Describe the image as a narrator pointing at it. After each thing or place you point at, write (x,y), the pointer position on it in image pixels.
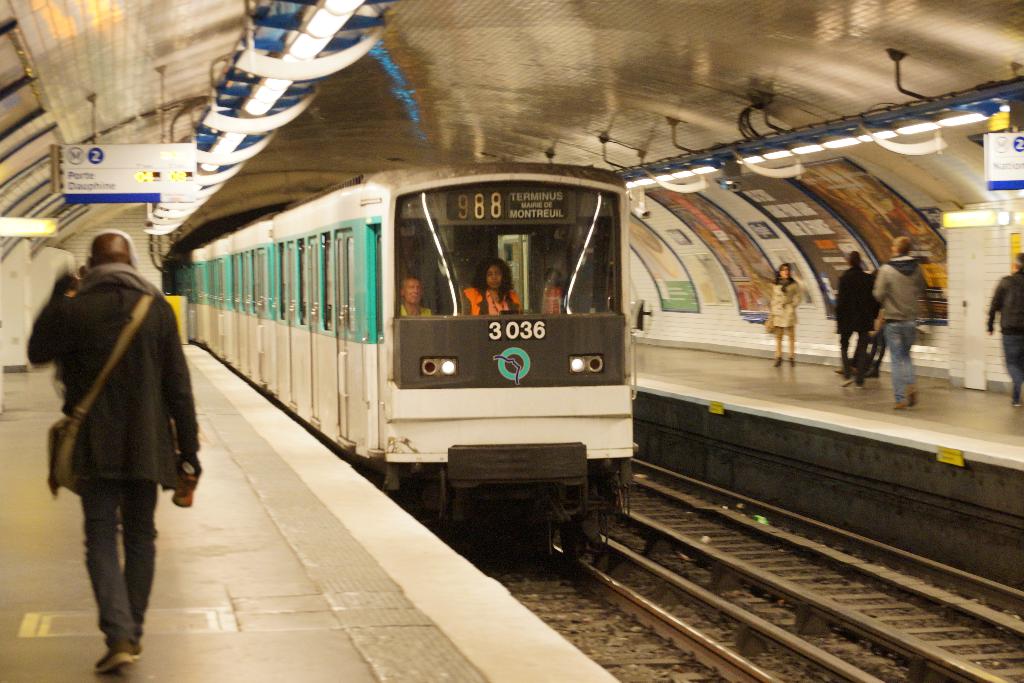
In the image we can see the train (575,344) on the train track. In the train (472,251) we can see there are people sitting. We can even see there are other people (789,323) and some of them are standing, they are wearing clothes (872,288) and they are carrying bags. Here we can see the lights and the posters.
